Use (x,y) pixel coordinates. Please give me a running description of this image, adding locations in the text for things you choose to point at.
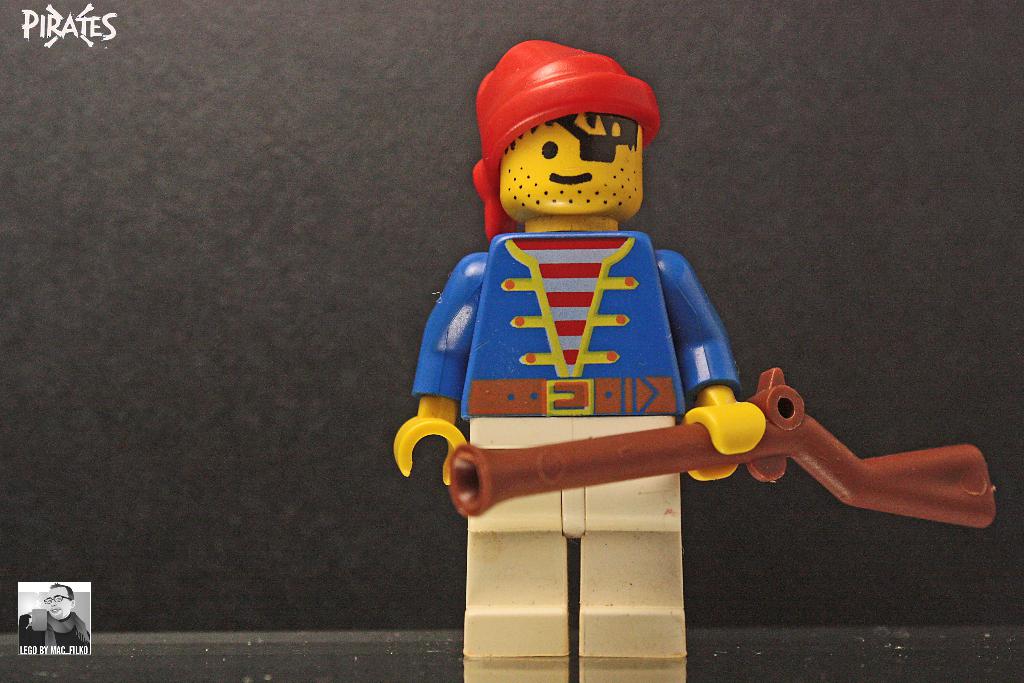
This image consists of a puppet (425,422) made up of plastic (589,567). And there is a gun (873,474). The background (284,544) is in black color.
